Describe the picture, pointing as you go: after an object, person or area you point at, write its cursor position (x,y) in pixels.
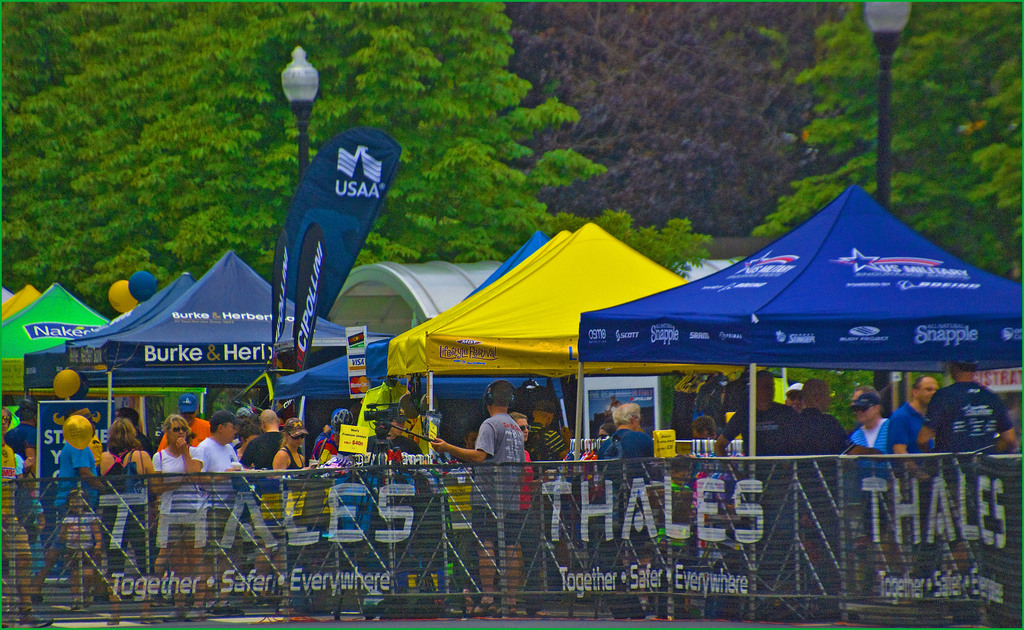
In this image, I can see the canopy tents (378,341). There are groups of people (216,439) standing. These are the barricades (381,543) with the letters (614,538) on it. I can see a video recorder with the tripod stand (382,454). This looks like an advertising flag (332,229). I can see the light poles (311,95). These are the trees (811,122). I can see the balloons (124,304).
